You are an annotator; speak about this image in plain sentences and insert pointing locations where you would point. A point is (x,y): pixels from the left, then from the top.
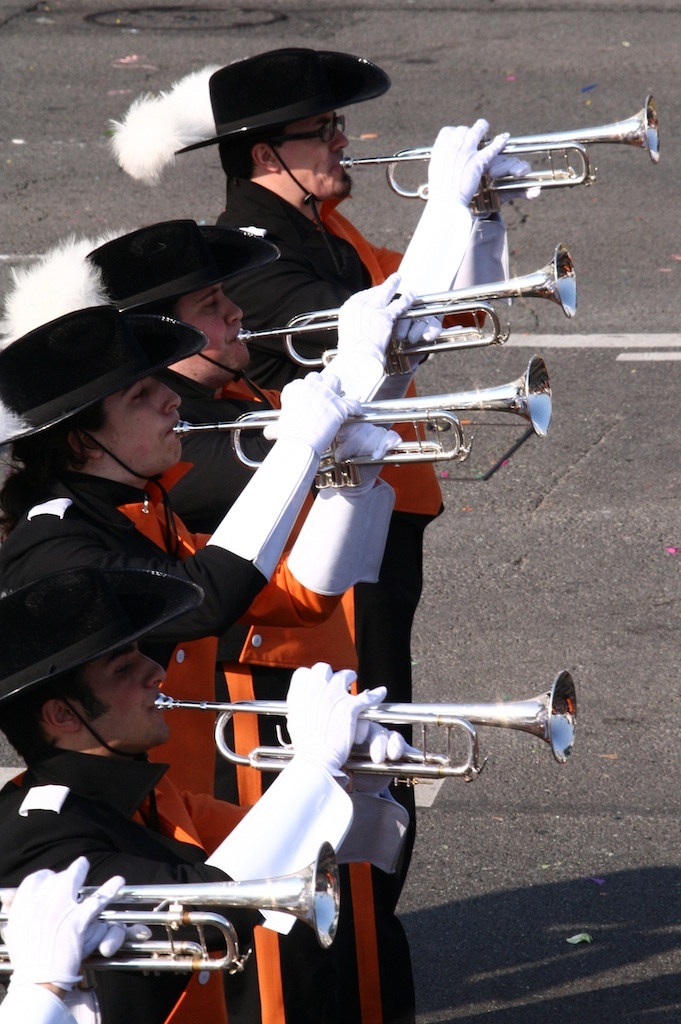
In this image I can see few people (323,432) standing and wearing black and orange color dresses (242,918). They are holding musical instruments (458,703) and white gloves (245,825).
